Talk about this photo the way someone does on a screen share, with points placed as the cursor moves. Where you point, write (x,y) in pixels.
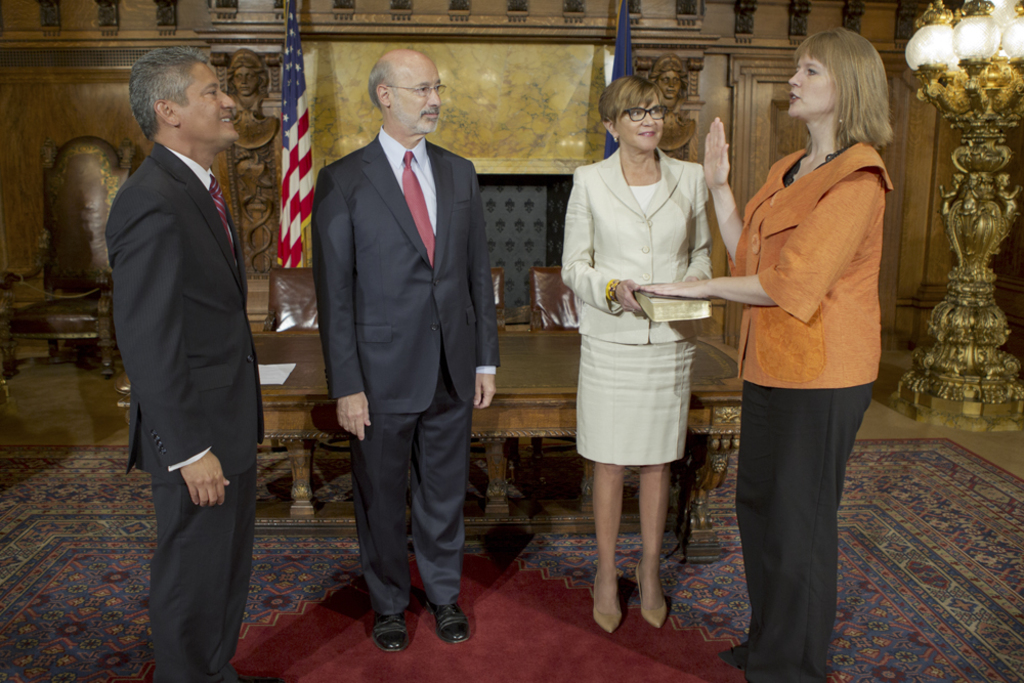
In this picture there are two people (405,282) standing and there is a woman (680,258) standing and holding the book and there is a woman (783,323) standing and talking. At the back (94,213) there are flags (291,243) and there is a table (721,418) and chair (13,285). On the right side of the image (947,77) there are lights (961,33). At the bottom (332,670) there is a mat (313,675) on the floor (19,478).
